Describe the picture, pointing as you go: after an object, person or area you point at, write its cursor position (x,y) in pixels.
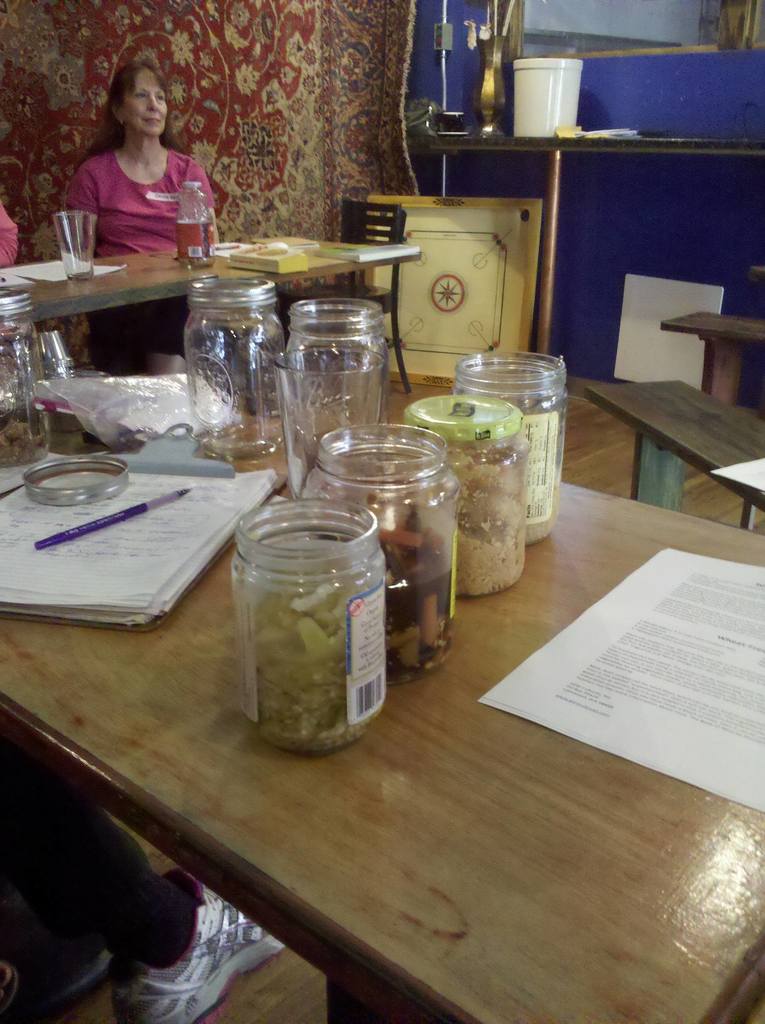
In this picture there are some jars (384,522) placed on the table (165,750) with some food items (283,657) in them. There are papers (126,557), a pen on the table (191,682). In the background (132,195) there is a woman (142,186) sitting in the chair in front of a table (267,240). There is a wall (277,96), carrom board (453,250) here.
